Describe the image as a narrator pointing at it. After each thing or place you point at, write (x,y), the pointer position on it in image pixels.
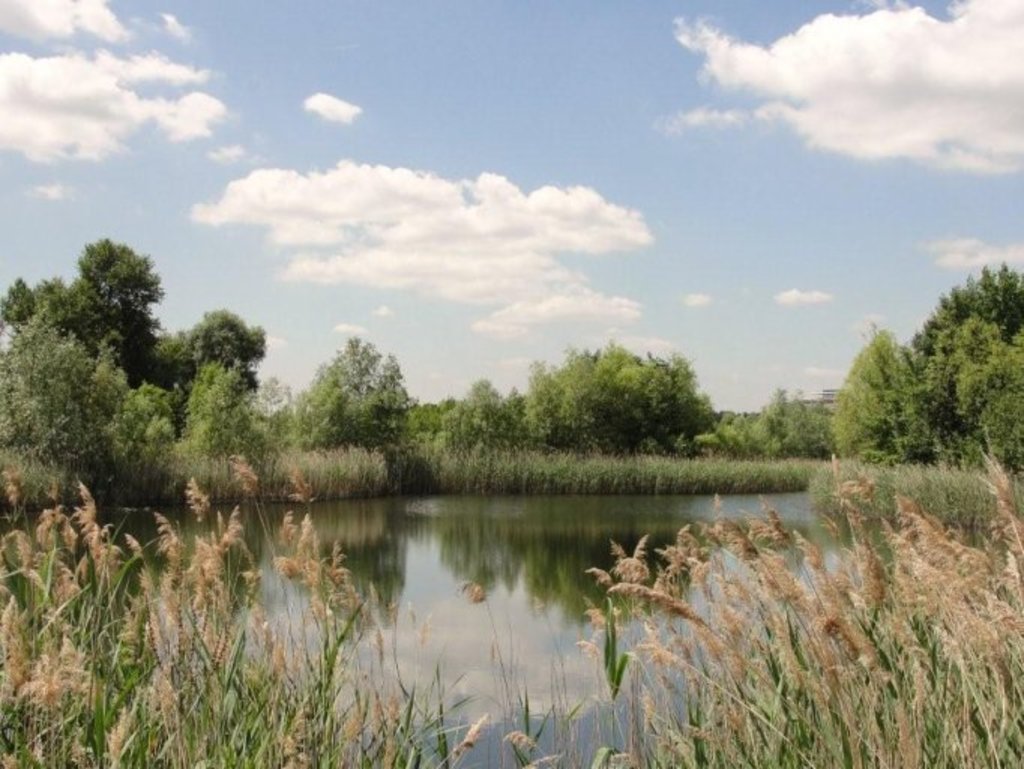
In this image there is grass (1001,711), in the middle (584,507) there is a pond (534,507), in the background (911,382) there are trees (865,392) and the sky (316,217).
